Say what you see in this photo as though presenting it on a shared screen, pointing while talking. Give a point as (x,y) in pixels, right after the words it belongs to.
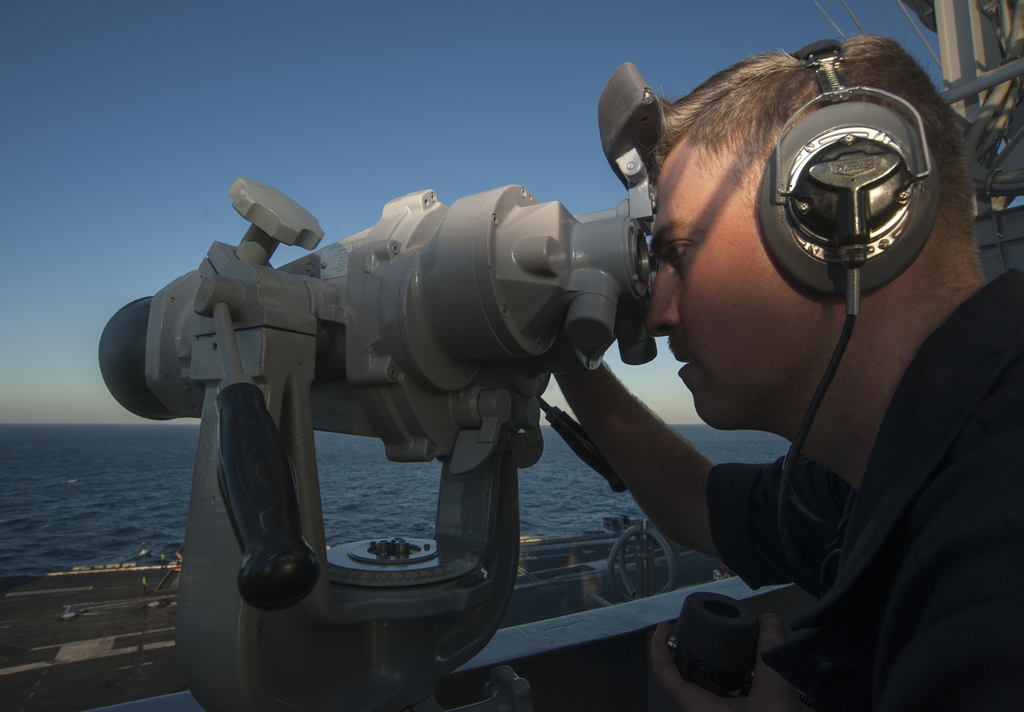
In this image, we can see a person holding a binoculars (565,295) and wearing headset (794,235). In the background (79,452), there is sea (96,442) and at the top (289,93), there is sky (324,98).
